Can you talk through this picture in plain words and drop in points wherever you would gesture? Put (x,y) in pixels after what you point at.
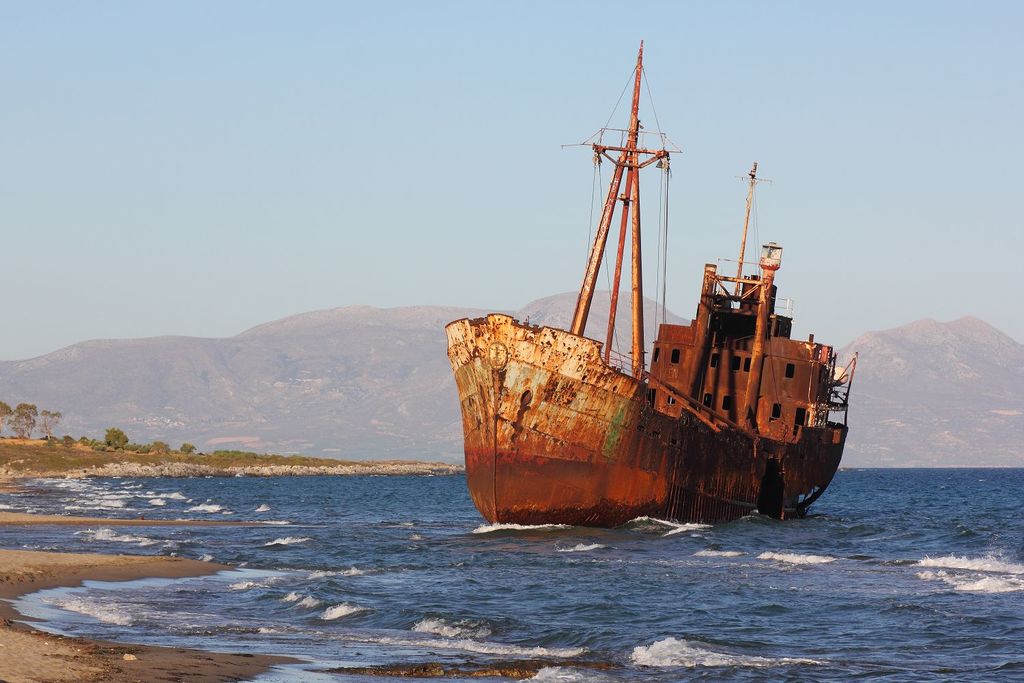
In the image there is a rusted ship (662,337) stranded on the water (528,527) and in the background (70,387) there are some mountains (269,371).
